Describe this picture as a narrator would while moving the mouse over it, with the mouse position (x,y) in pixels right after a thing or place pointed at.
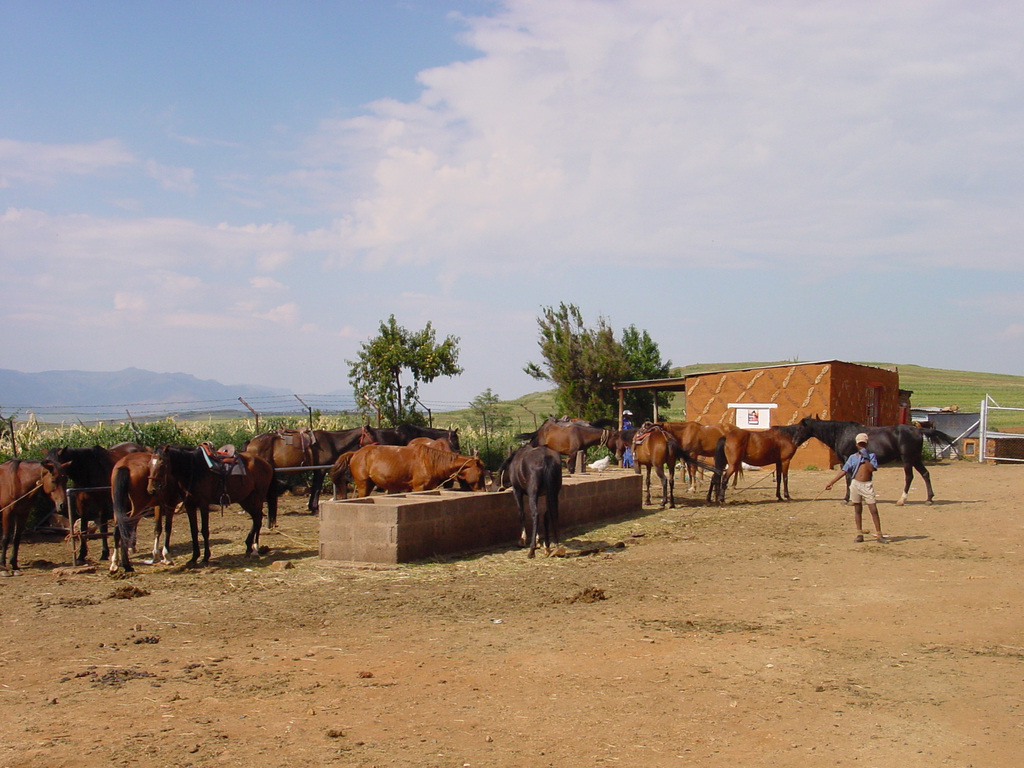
In this image we can see horses (523,522) and a boy (861,483) is standing on the ground (894,471) and we can see houses (806,387), board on the wall (808,457), trees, fence (1017,456), poles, grass (907,380) on the ground (1008,517), mountains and clouds (437,134) in the sky (703,339).
